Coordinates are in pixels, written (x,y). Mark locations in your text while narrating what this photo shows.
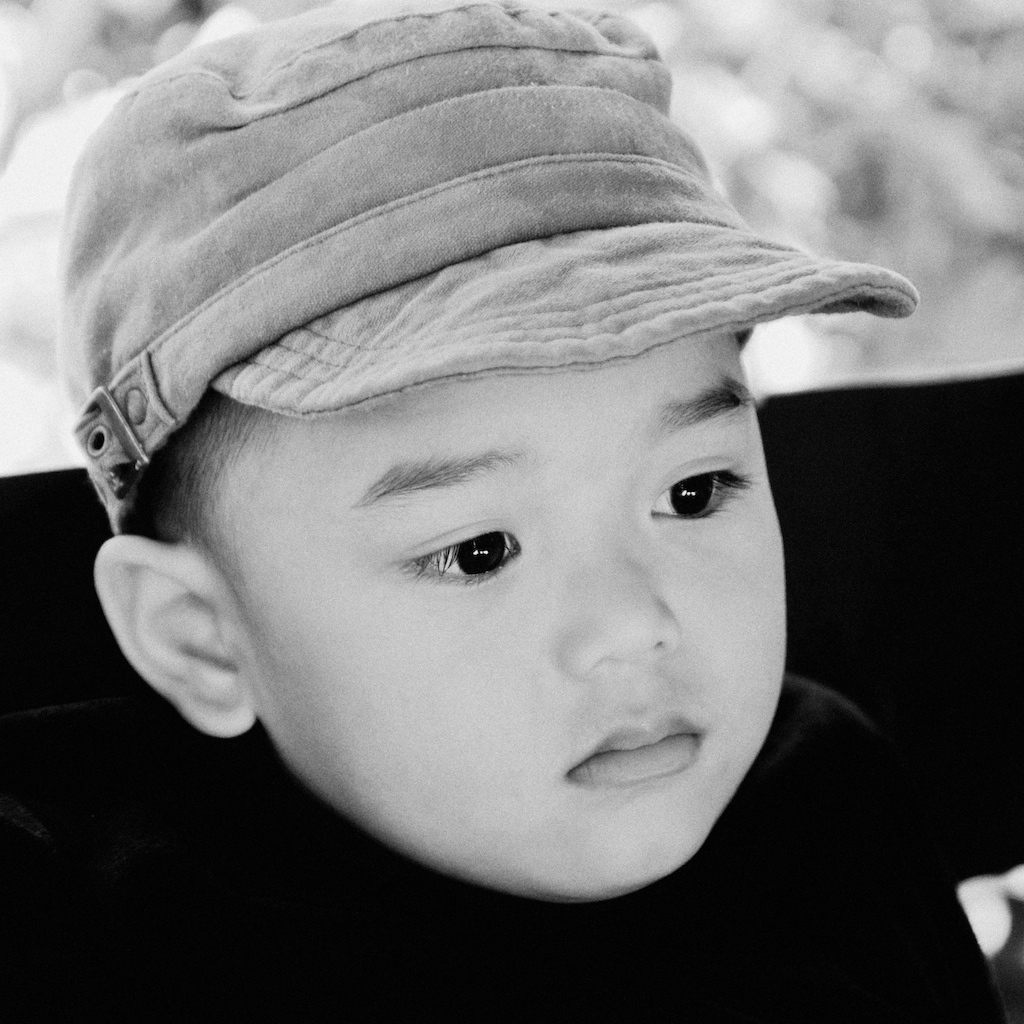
In this image I can see the baby (558,447) is wearing the cap (399,165) and the image is in black and white.
